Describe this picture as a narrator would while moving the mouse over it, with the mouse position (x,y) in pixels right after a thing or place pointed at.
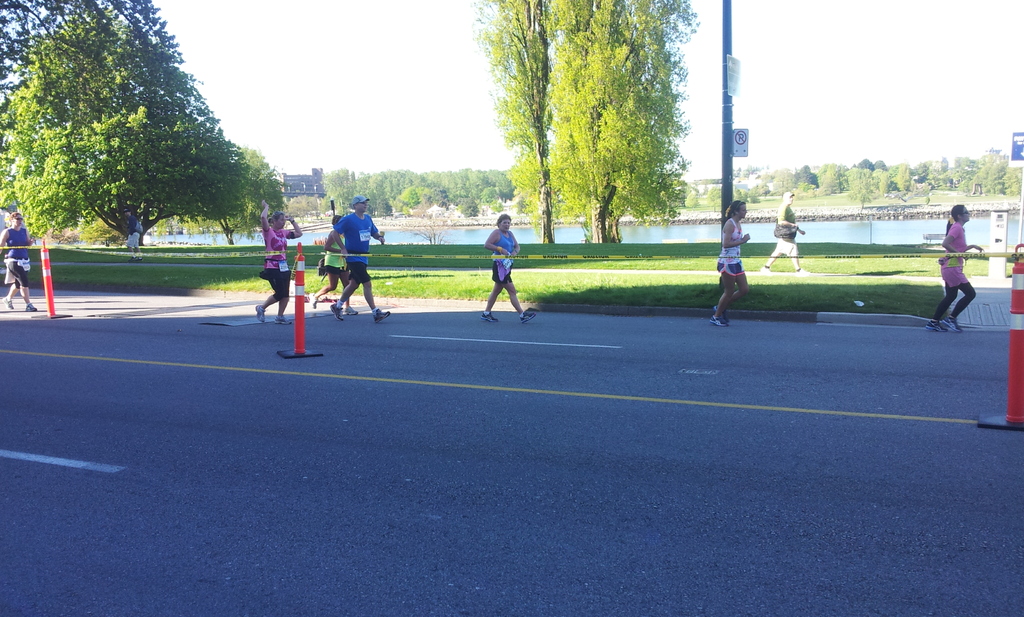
In this image we can see some people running on the road (400,469) and there are barricades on the road (636,369). To the side, we can see a pavement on which a few people (802,234) are walking and there are trees (143,236) and the water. At the top (340,85) we can see the sky (336,103).
